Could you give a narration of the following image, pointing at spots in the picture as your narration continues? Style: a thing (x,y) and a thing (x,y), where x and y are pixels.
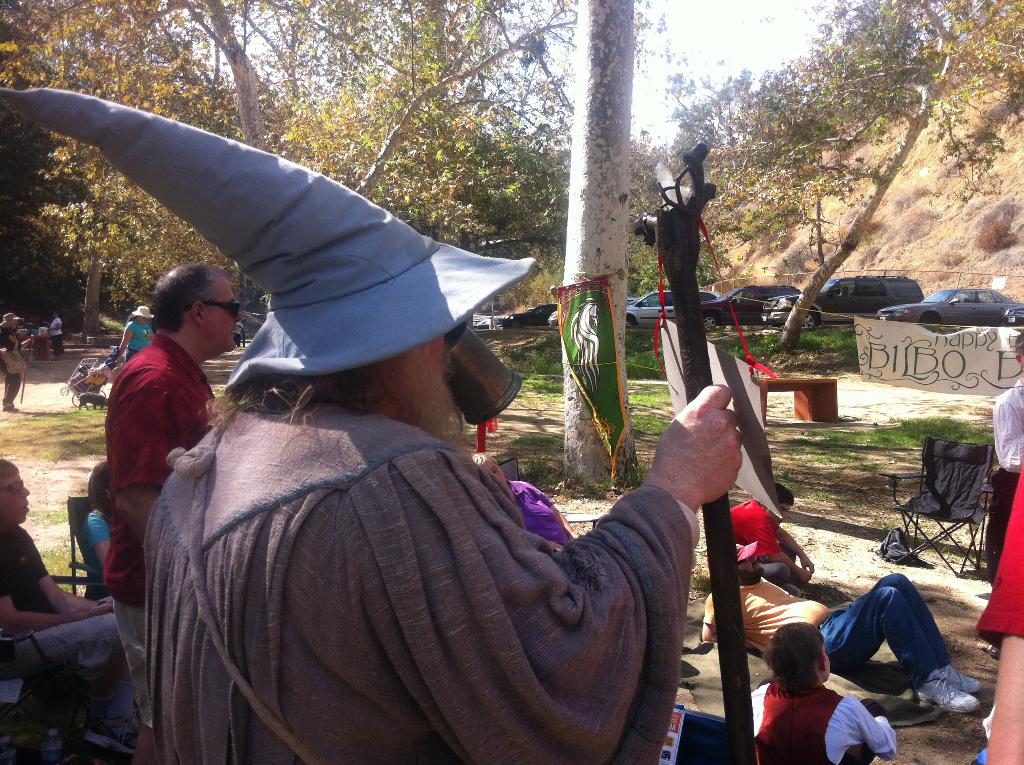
In this image there is a person (434,570) holding an object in the foreground (364,619). There are people (16,475) sitting on the chairs (72,577) on the left corner (95,599). There are people (965,698), chairs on the right corner (910,653). There is ground (952,716) at the bottom (935,731). There are trees (471,141), vehicles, people (171,318) in the background (643,245). And there is sky (811,12) at the top (736,70).
